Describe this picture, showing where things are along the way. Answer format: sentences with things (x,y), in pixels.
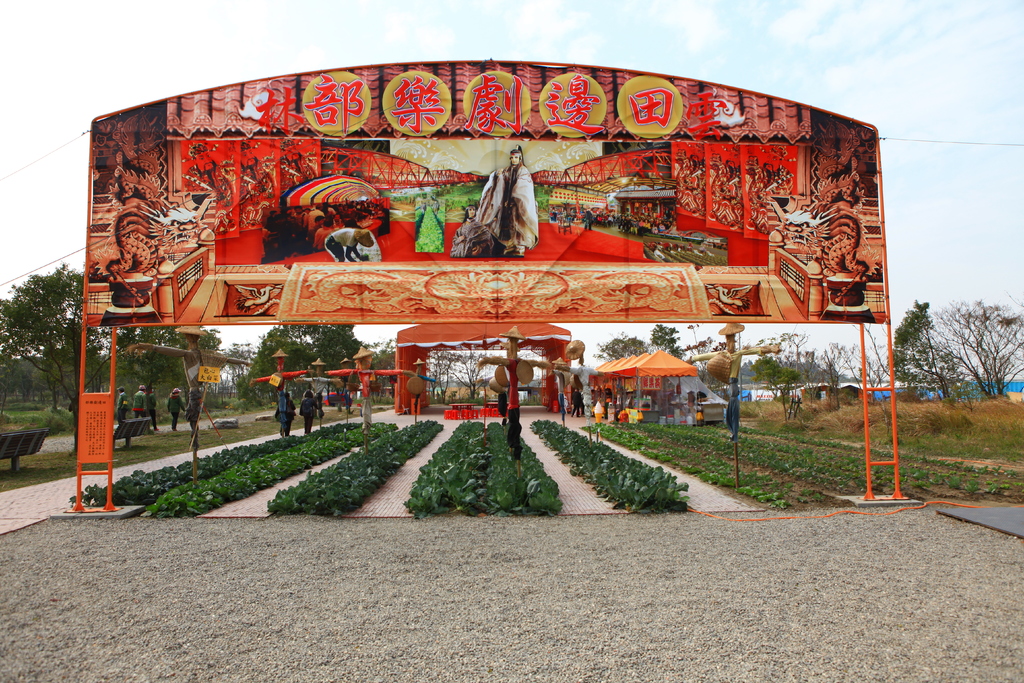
In this picture we can see a poster (816,186), benches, plants (638,426), tents (545,398), scare crows (583,392), trees (478,370) and a group of people (307,405) on the ground (350,415), some objects (111,426) and in the background (879,26) we can see the sky (945,213) with clouds (898,27).
